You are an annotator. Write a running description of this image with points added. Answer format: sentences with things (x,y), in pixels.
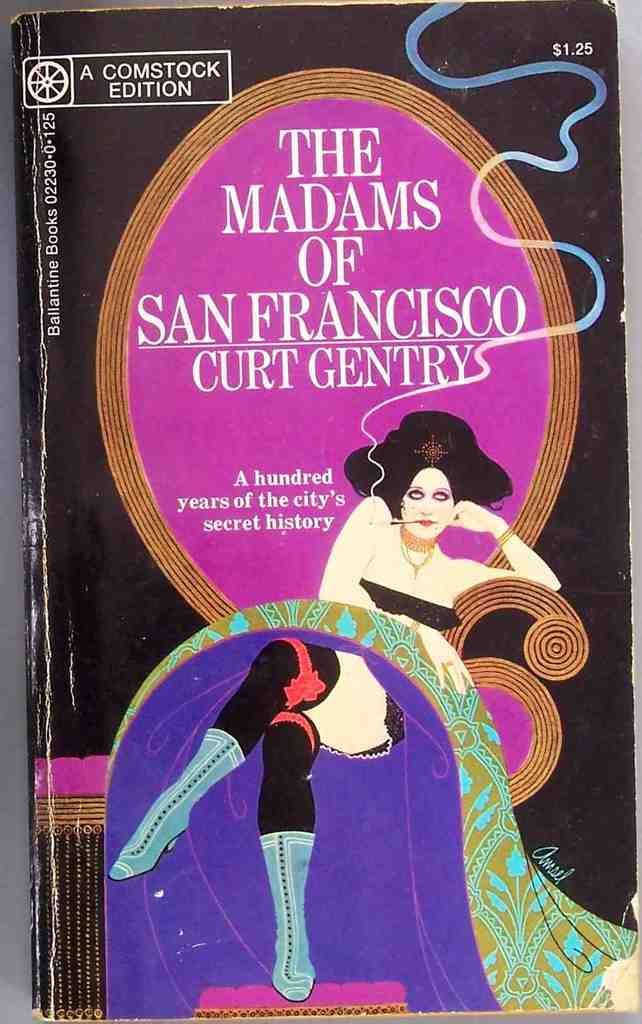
In this image, we can see a painting (310,607) of a woman (362,680) and there is some text (53,271) written with the paint (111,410).
